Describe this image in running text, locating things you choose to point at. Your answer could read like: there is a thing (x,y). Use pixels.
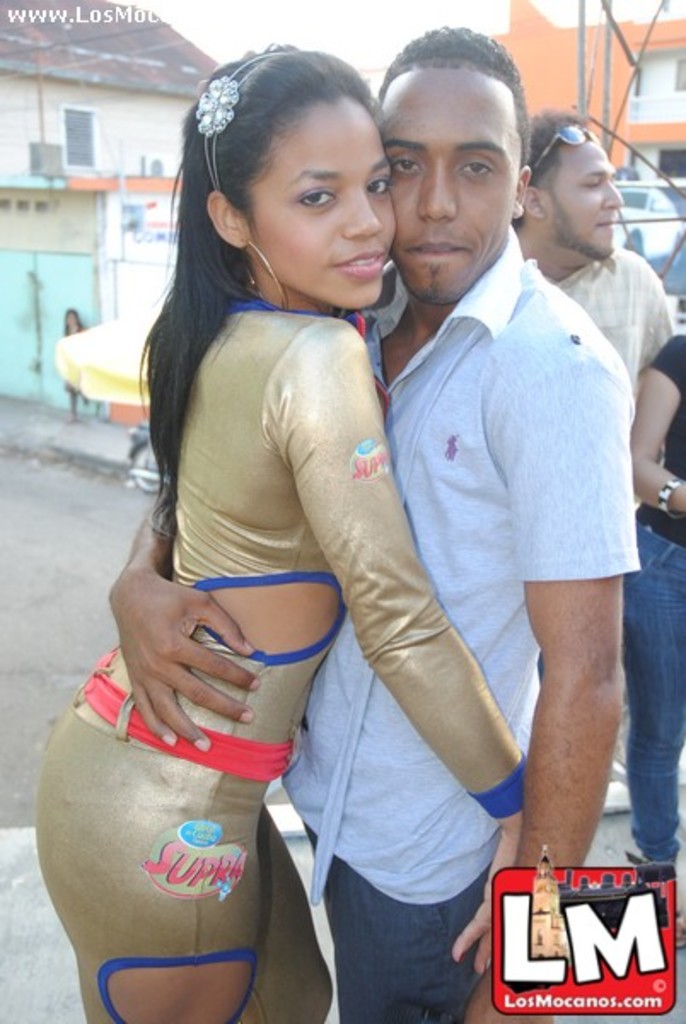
In this image we can see there are two persons (383,542) are hugged by each other, beside them there are another person (619,316) looking to the right side of the image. In the background (129,53) there are buildings (158,76).
